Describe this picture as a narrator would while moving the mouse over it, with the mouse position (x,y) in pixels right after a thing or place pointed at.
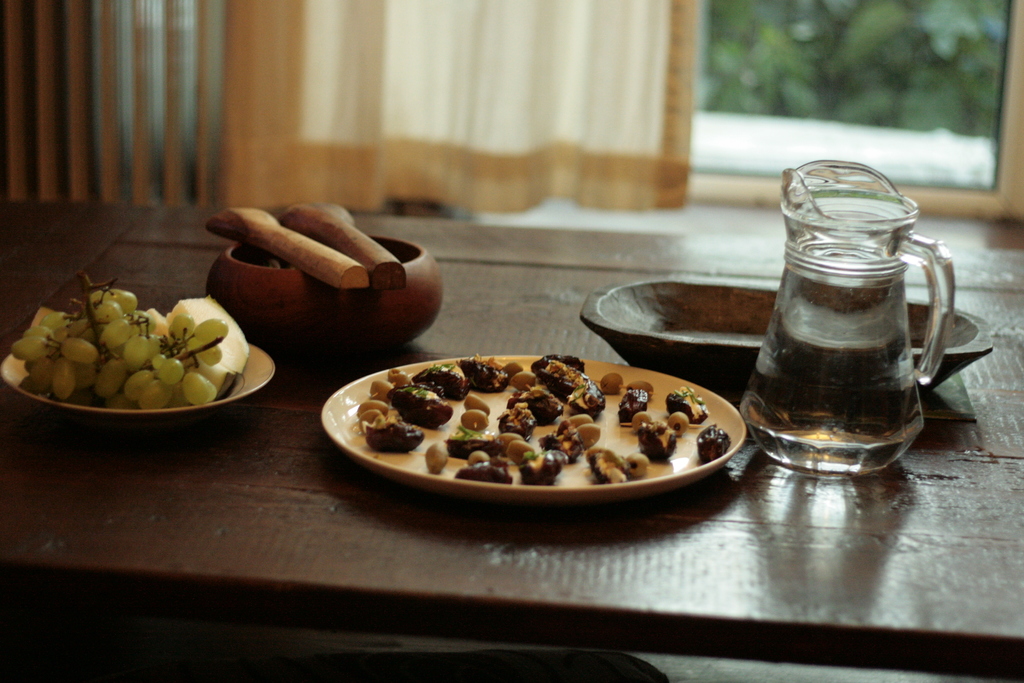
On this table (667,510) there is a tray (675,338), bowl (256,317), plates (694,469) and jar (842,384) with water (850,309). On this plates (453,429) there are fruits (190,374) and food (511,429). This is window (763,101) with curtain (565,103). From this window (863,107) we can able to see tree (852,56).
